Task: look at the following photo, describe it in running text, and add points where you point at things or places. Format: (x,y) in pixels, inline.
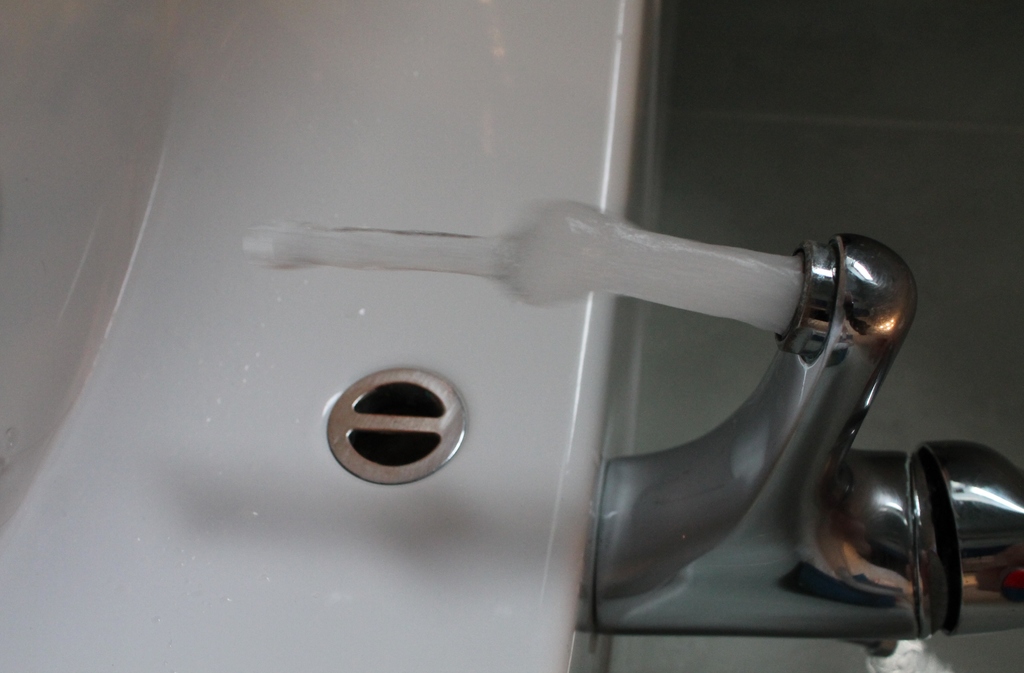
In this image I can see on the right side (826,316) there is a stainless tap (859,486), water (787,311) is flowing from it. In the middle (385,306) it is the sink (426,85).
